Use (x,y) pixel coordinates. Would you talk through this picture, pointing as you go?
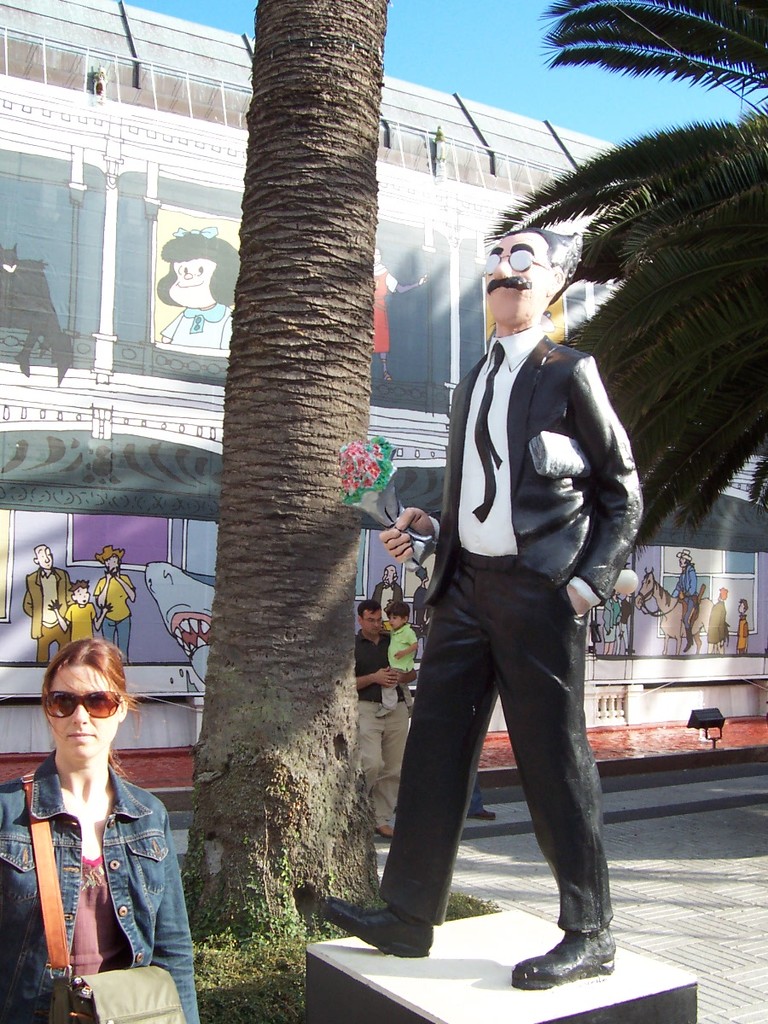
In this picture I can see a woman (113,810) in front (84,792) who is wearing shades (65,707) and right to her I can see a depiction (491,529) of a man (459,525) and behind her I can see a tree (282,528). In the background (736,3) I can see another tree (736,46), a man (359,619) who is holding a child (398,640) and I can see some art (63,272) on the white color thing (244,131). On the top of this picture (432,75) I can see the clear sky (532,91).
